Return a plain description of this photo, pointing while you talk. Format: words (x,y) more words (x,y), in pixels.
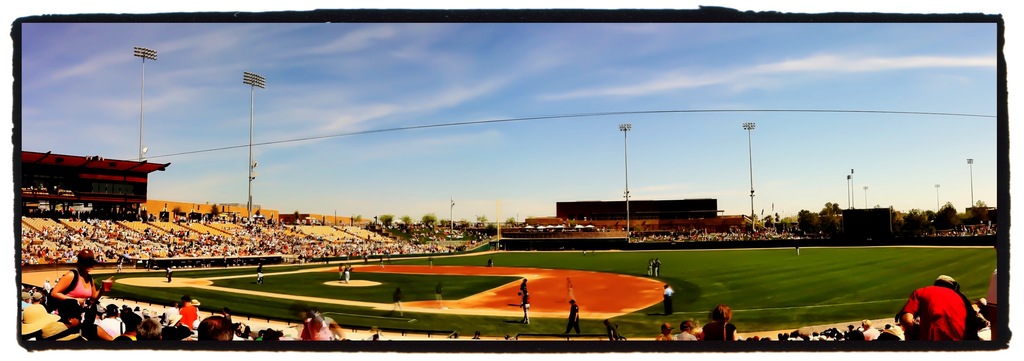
As we can see in the image there is a sky (534,69), ground (453,258), few people (299,254) sitting here and there, trees (826,231), lights (145,53) and there is building (119,188) over here.
